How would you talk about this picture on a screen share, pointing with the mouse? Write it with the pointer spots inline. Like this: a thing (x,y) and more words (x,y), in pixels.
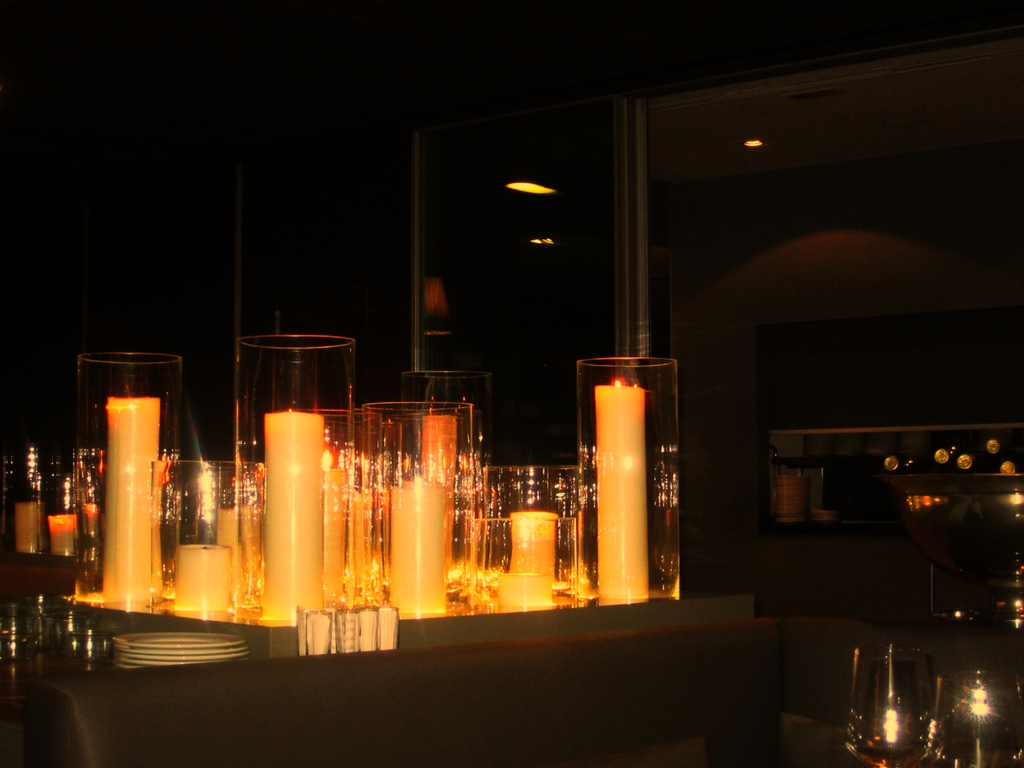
In this image I can see many glasses (257,485) with candles (326,528) in them. I can also see the plates (174,648). These are on the grey color surface (288,651). To the right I can see a metal bowl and there is a black background (445,134).
